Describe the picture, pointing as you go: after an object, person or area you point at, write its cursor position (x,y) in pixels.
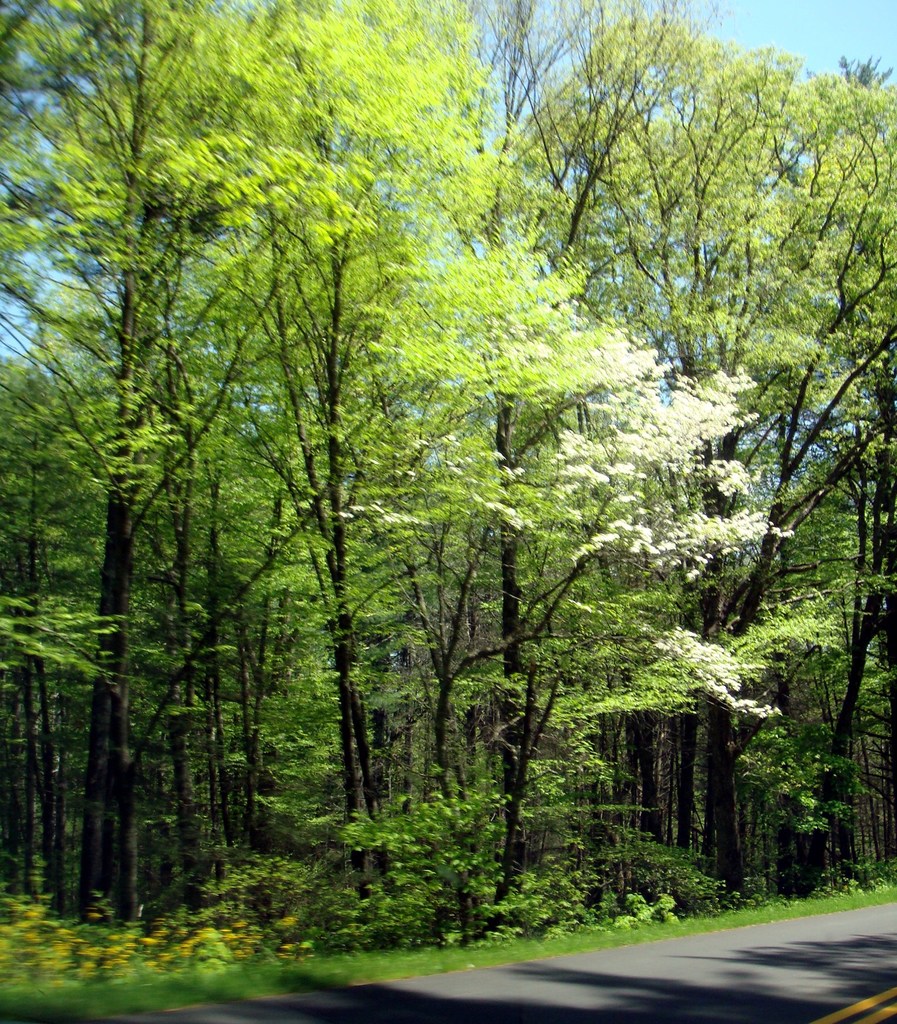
In this picture we can see the road (629,965), grass (162,997), trees (582,445) and in the background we can see the sky (807,156).
